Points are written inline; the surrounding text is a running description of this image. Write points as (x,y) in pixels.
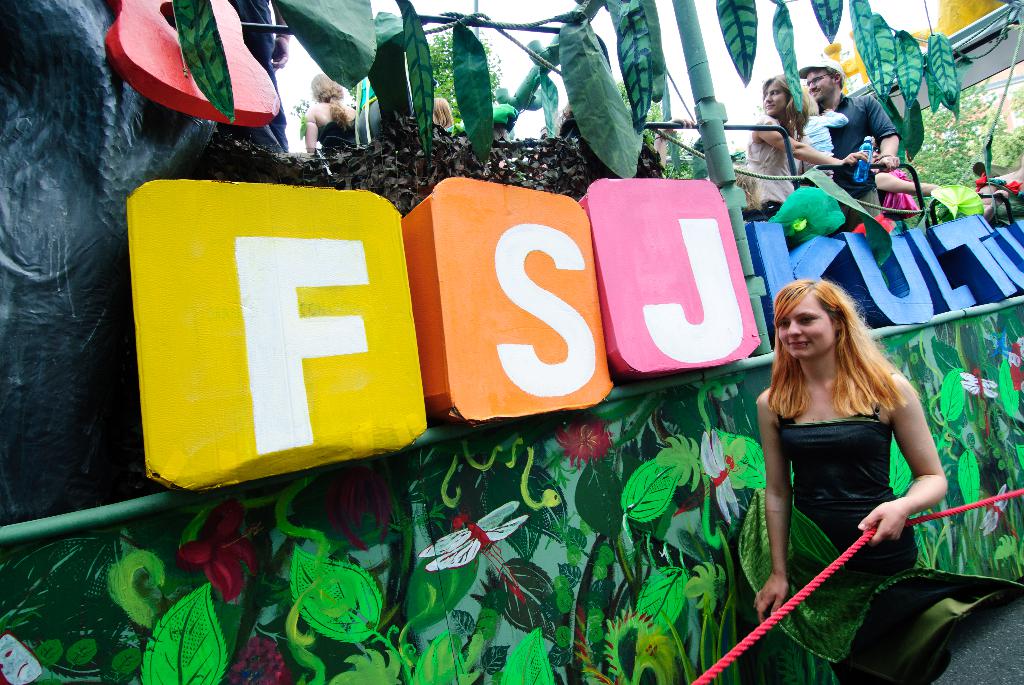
In this image we can see a woman (837,453). She is holding a rope (873,531) in her hand (893,530). In the background (395,492), we can see wall (361,471) with paintings (640,498). In the middle of the image (559,257), we can see the boards (984,285). At the top of the image (399,101), we can see leaves (605,149), trees (947,138), people (794,108) and the sky (456,8).
